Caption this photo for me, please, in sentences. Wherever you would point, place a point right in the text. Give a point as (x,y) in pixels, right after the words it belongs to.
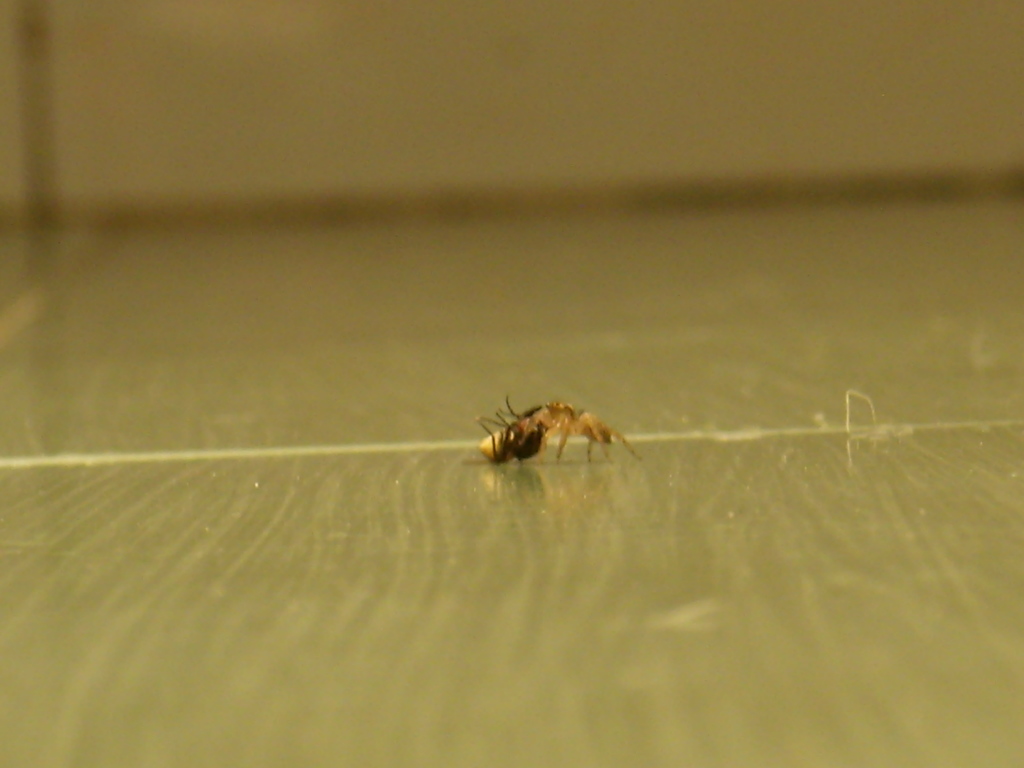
In the middle of the image (523,450) we can see an insect (497,453).
